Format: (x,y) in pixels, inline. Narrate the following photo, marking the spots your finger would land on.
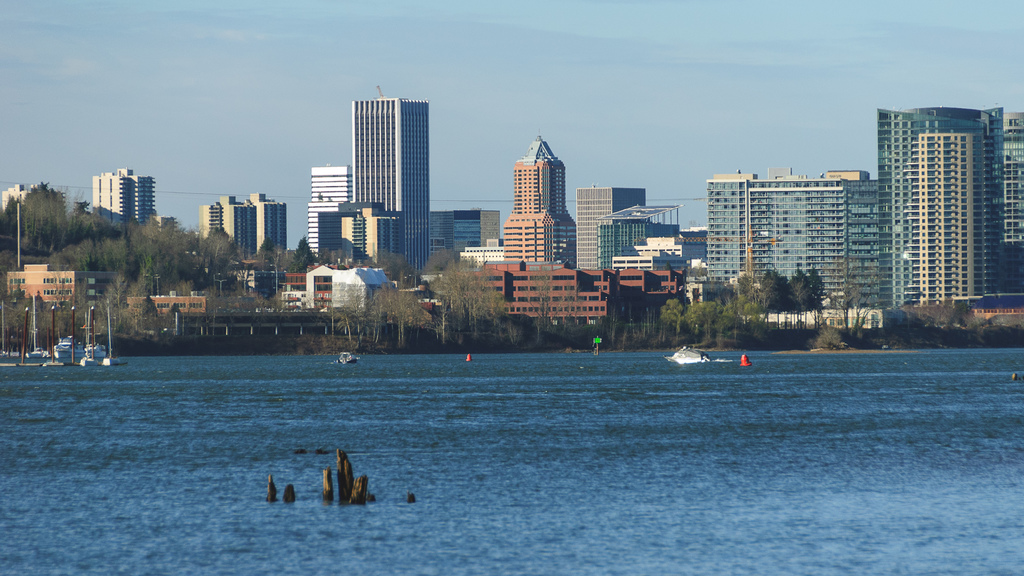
In this picture there is water (741,542) at the bottom side of the image (554,427) and there are buildings (394,242) and trees (737,294) in the background area of the image (527,214), there is sky (641,127) at the top side of the image (583,136).
